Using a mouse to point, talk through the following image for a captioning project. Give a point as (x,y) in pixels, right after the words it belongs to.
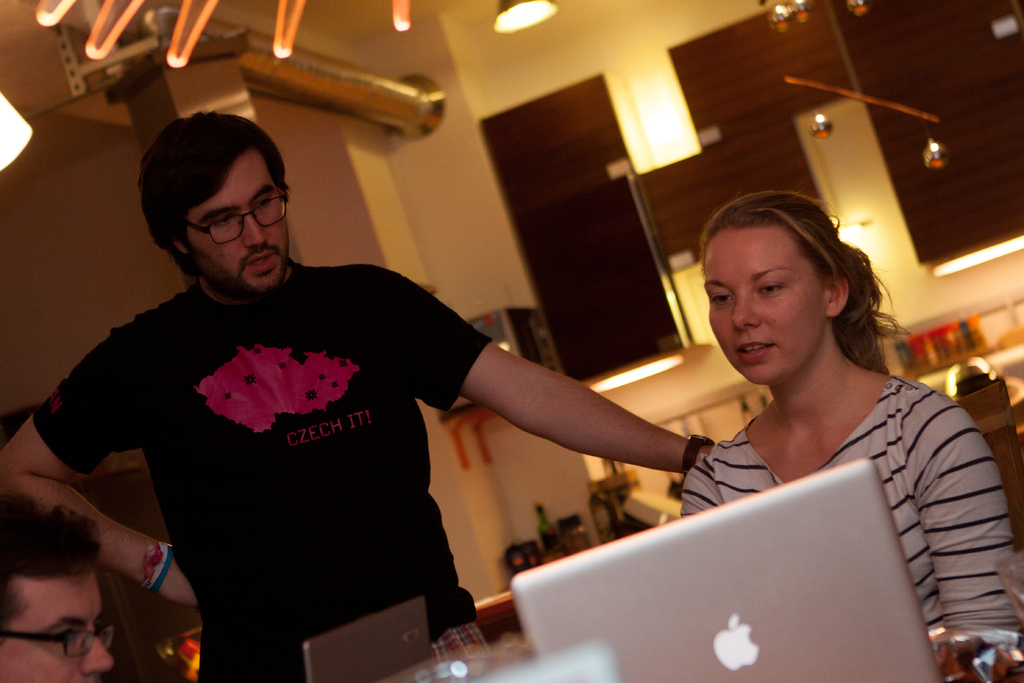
On the left side (253,559), there are two persons (118,424). One of them is standing and placing a hand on a chair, on which there is a woman (789,422) who is speaking. In front of her, there is a laptop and other objects (392,660) on the table (985,653). In the background (607,191), there are lights (540,20), a wall (460,58) and other objects (424,119).
